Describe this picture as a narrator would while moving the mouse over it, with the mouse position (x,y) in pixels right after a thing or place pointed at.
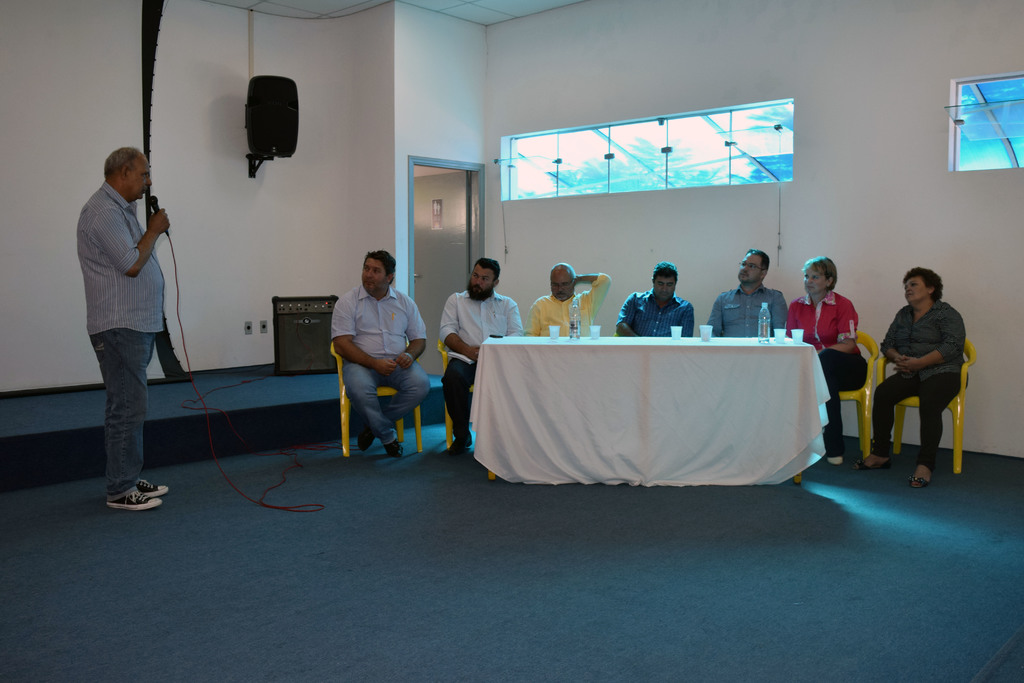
there is a table (608,385) and a white cloth (608,382) is placed on it. behind the table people (844,324) are sitting on the yellow colored chair (876,381). on the left side (120,291) a person (117,307) is standing, holding a microphone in his hand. behind them there is a wall (235,201). on the wall (248,197) there is a speaker (296,124) and at the right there is a door (439,230).
